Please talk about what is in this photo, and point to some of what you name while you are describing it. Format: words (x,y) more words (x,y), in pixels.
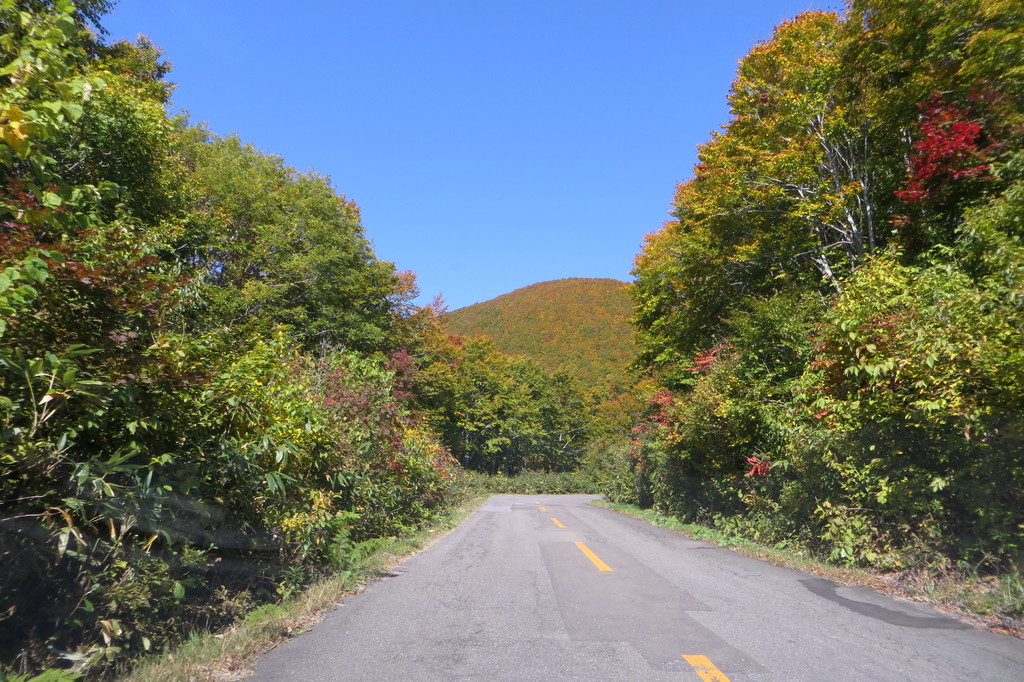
In this image we can see a road (530,531). On the sides of the road (597,627) there are trees (715,363). In the back (583,328) there is hill (584,321). Also there is sky (453,118).
